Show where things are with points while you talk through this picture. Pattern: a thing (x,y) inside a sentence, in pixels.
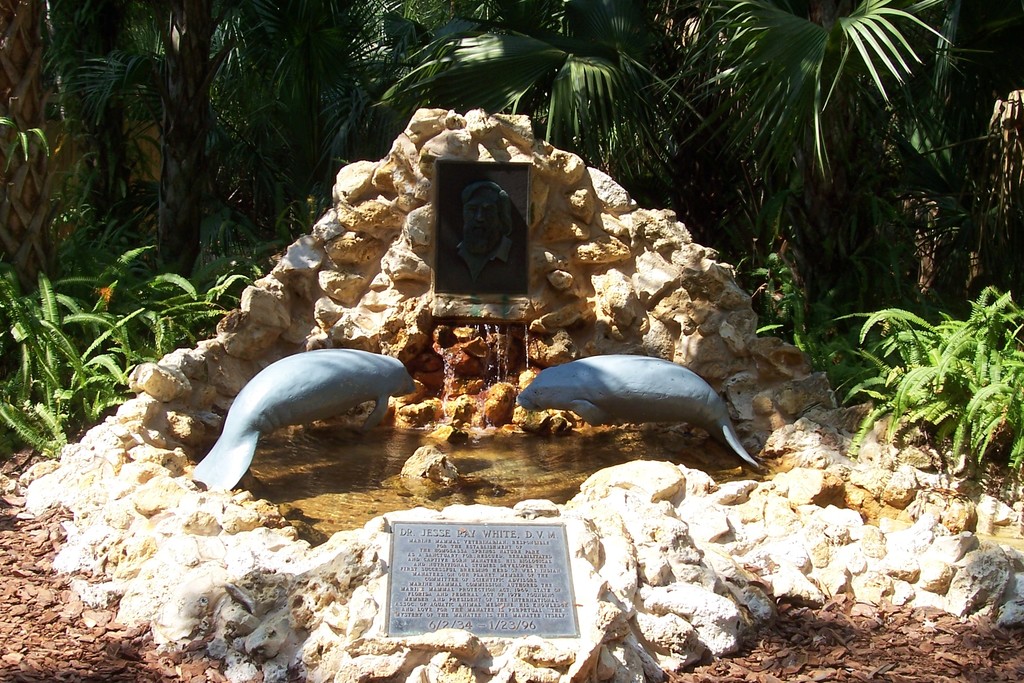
In this image we can see trees (240,121), plants (137,356), name board (444,556), photo frame (520,289), sculptures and a fountain (445,463).
